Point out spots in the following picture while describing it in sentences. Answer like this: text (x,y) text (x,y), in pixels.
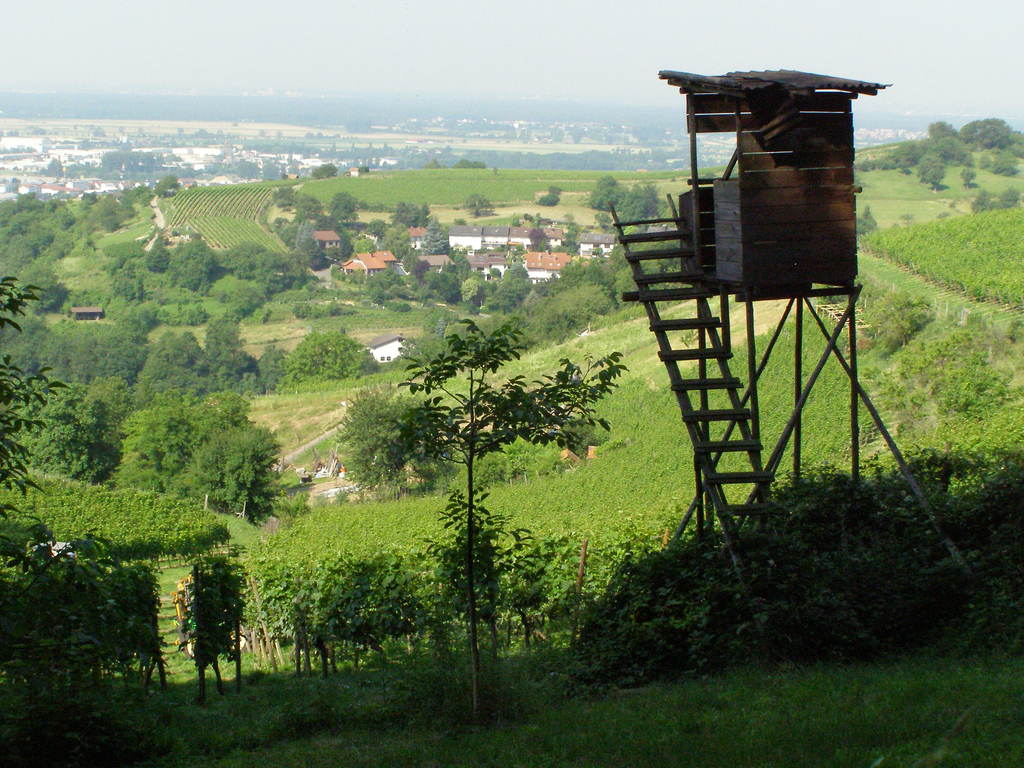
This is a picture of a village (295,375). In the foreground of the picture (571,579) there are plants (712,578), grass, wooden construction (707,304). In the center of the picture (447,260) there are houses (360,253), trees (394,235), fields (931,196) and other objects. In the background (171,133) there are trees (109,170), fields (206,190) and buildings (160,150). At the top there is the sky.
